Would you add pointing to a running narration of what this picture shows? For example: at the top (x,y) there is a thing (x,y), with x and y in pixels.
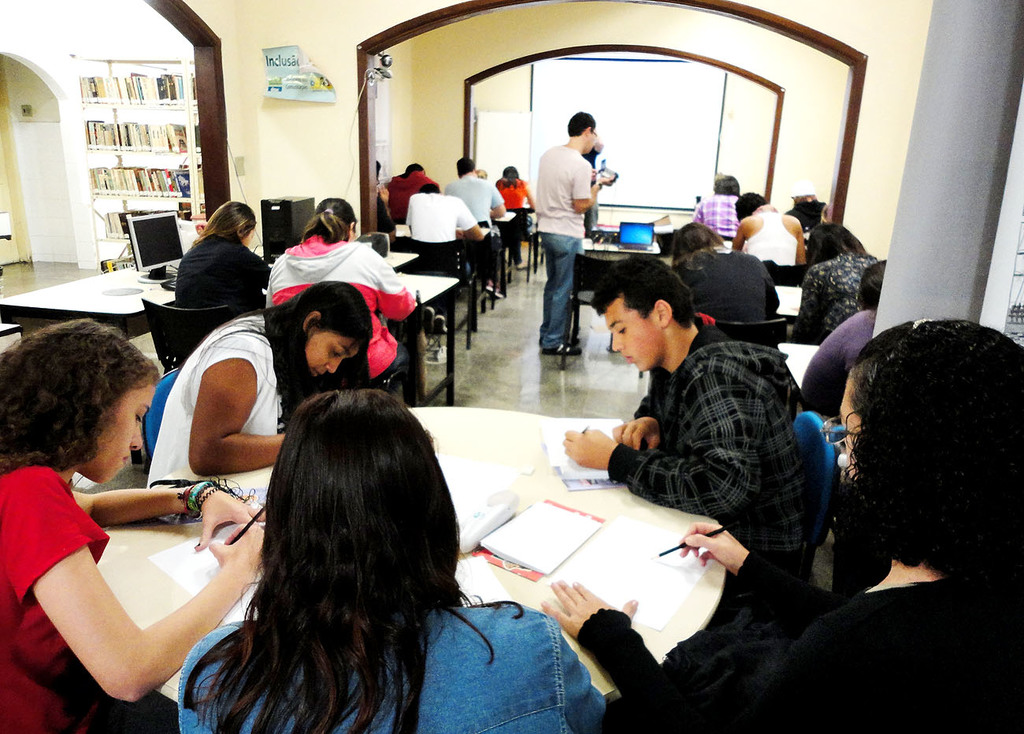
In this picture there are people (52,512) those who are sitting around the tables (613,248) in the image, it seems to be they are writing and there is a book shelf (119,196) on the left side of the image (168,155) and there is a monitor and a laptop (638,229) on the table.
